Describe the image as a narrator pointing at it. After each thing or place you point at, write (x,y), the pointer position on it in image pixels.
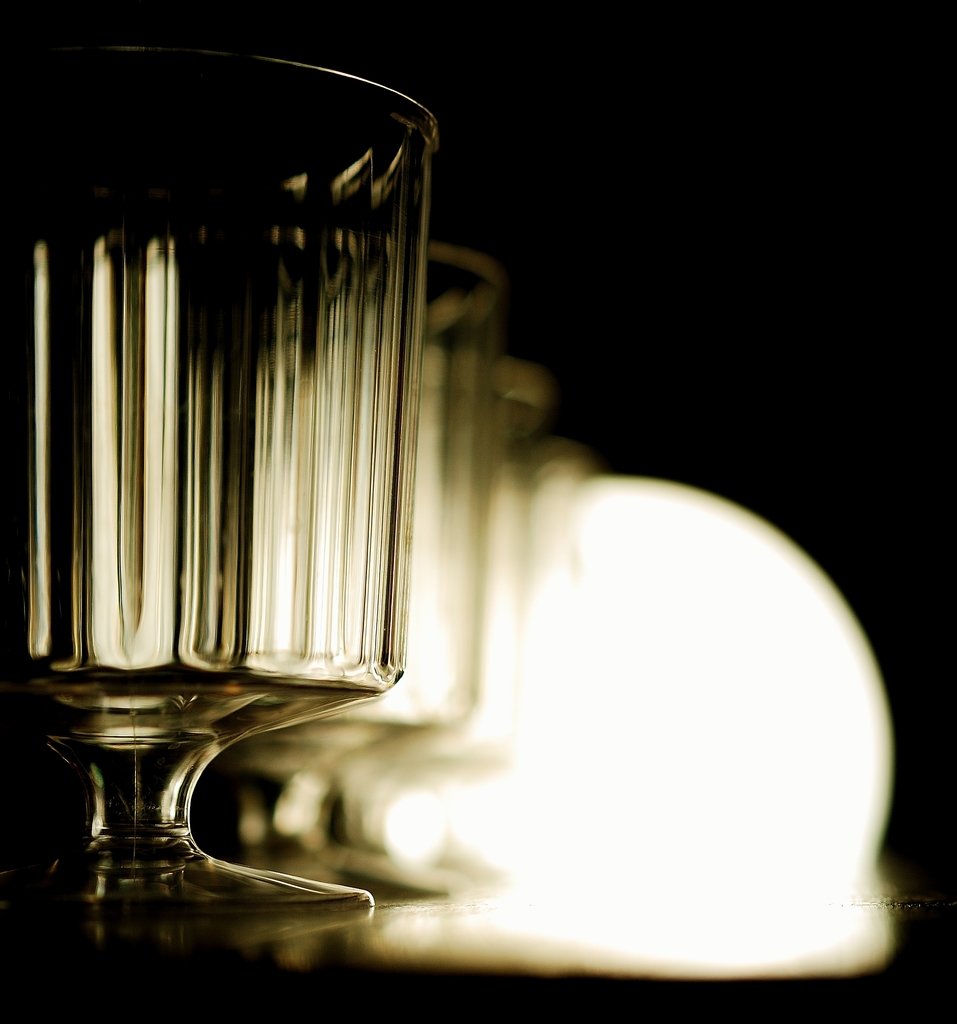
Here we can see glasses (424,677) and a light (692,749). There is a dark background (13,13).
